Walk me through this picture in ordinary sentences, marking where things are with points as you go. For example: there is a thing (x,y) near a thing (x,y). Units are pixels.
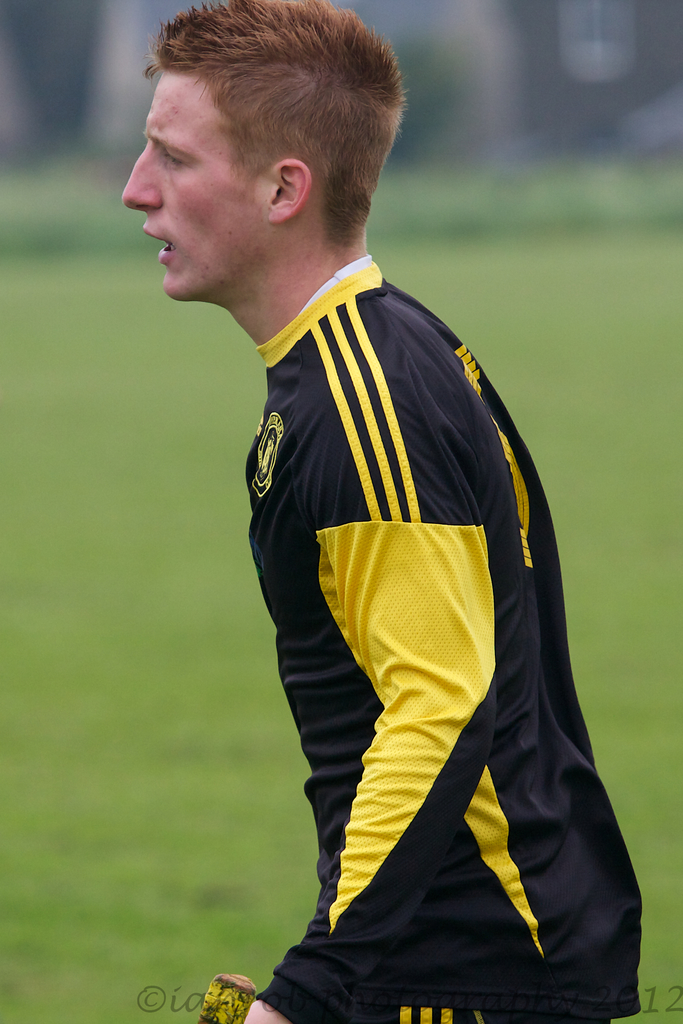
In this image there is a person (413,767) standing on the grassland (672,344). Background (98,20) is blurry.
